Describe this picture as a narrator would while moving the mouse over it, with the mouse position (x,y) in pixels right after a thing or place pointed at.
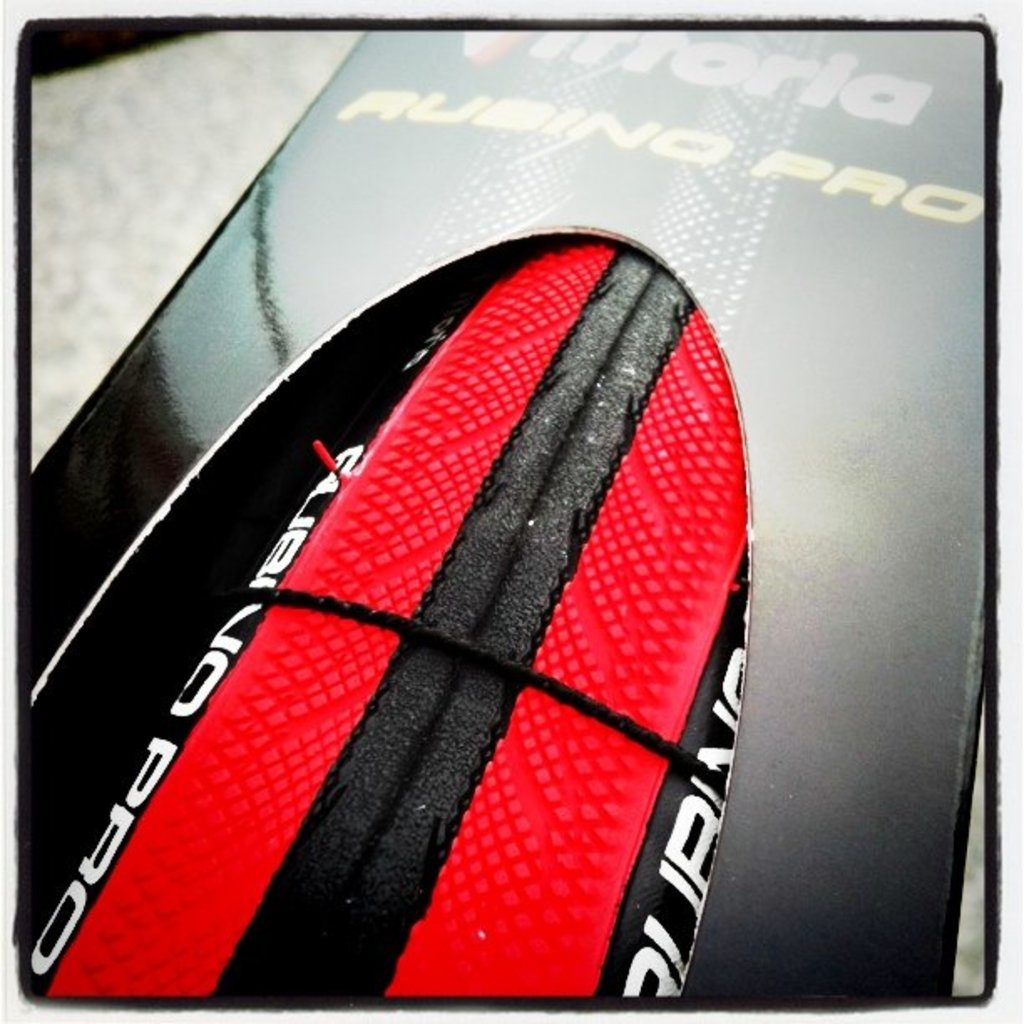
As we can see in the image there is a black color box (775,459).
